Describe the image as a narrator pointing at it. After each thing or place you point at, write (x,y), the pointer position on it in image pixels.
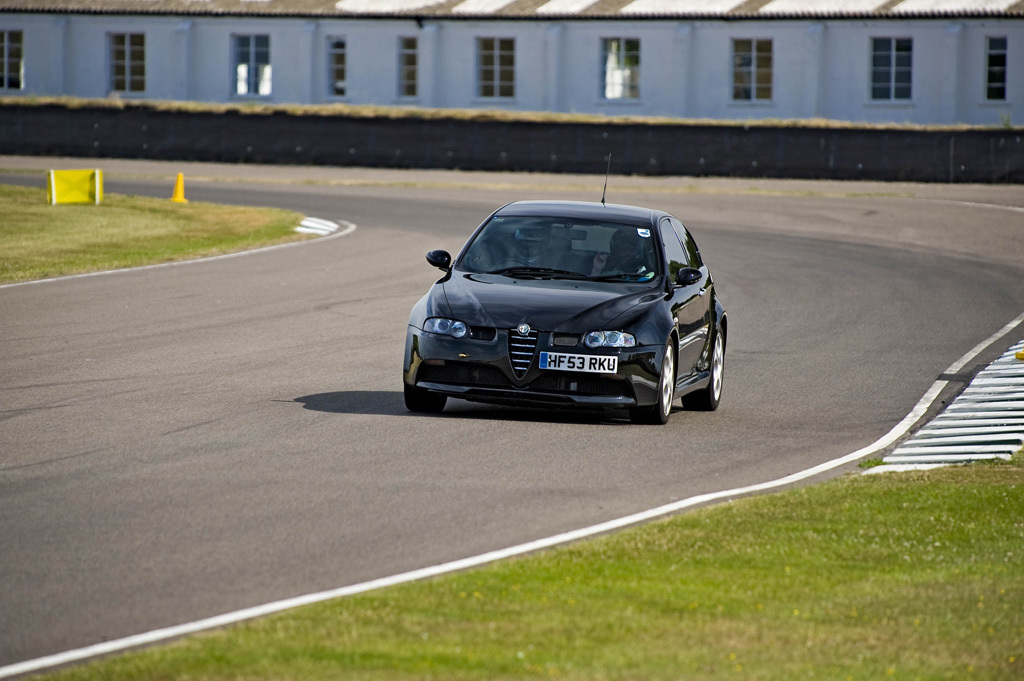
In this image at the center (428,343) there is a car (622,378) on the road (224,413). On both right and left side of the image (122,202) there is grass (751,588) on the surface (804,590). At the background (283,20) there is a building (700,110).
